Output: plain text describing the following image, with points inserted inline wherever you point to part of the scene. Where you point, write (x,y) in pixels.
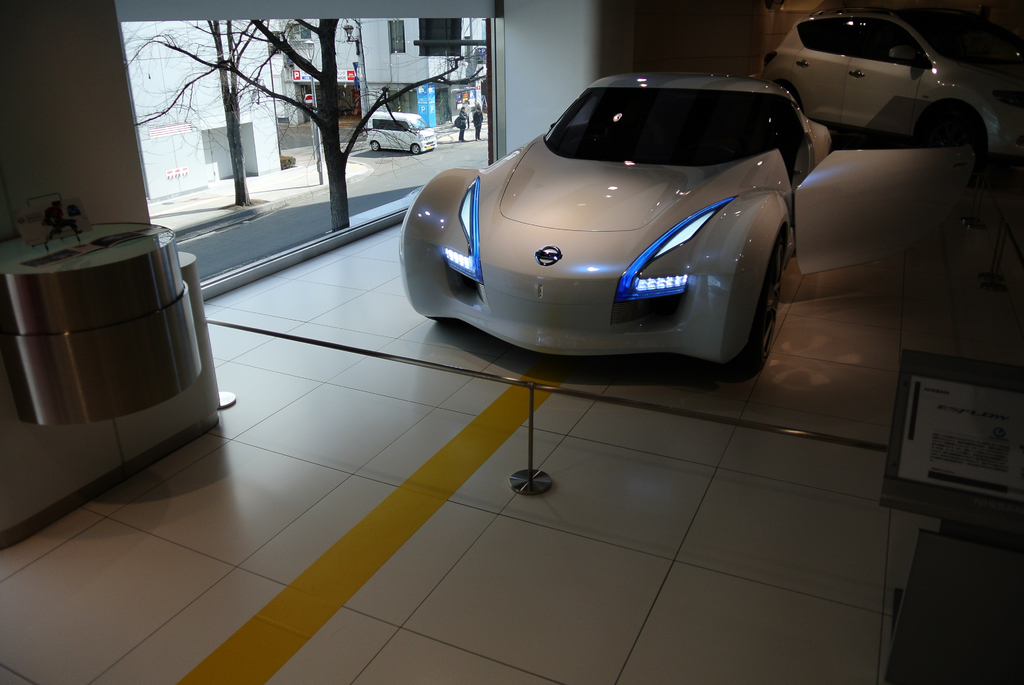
In this image two cars (685,261) are on the floor (682,365). Left side (167,382) there is a shelf (63,372) having few objects (76,233). Right side (993,416) there are boards (981,468). Background (752,12) there is a wall (756,24) having a window (273,192). From window (306,129) few trees (232,132), vehicle (417,143), people (462,112), buildings (373,73) are visible. The vehicle (393,133) is on the road (414,156). Few people (460,137) are standing on the road (445,146).
